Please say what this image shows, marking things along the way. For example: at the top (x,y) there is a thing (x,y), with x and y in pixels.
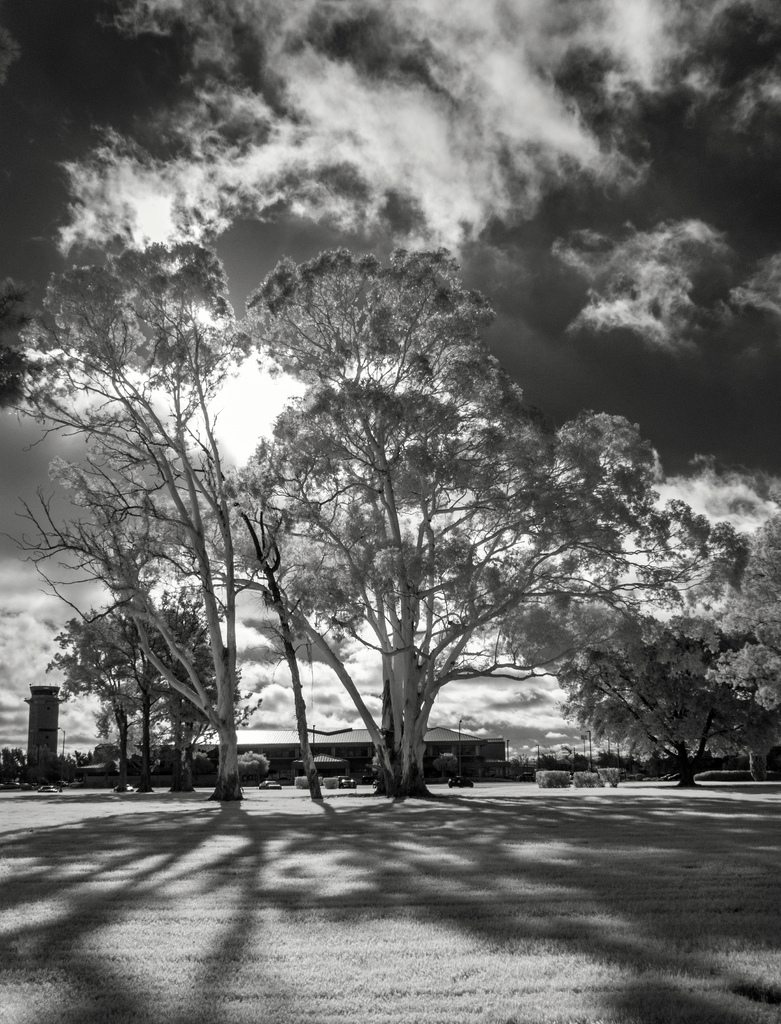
In this image I can see the grass (362,913). To the side of the grass (524,895) there are many trees (245,760) and the building (299,752). In the background (549,36) I can see the clouds (748,28) and the sky (10,66).
